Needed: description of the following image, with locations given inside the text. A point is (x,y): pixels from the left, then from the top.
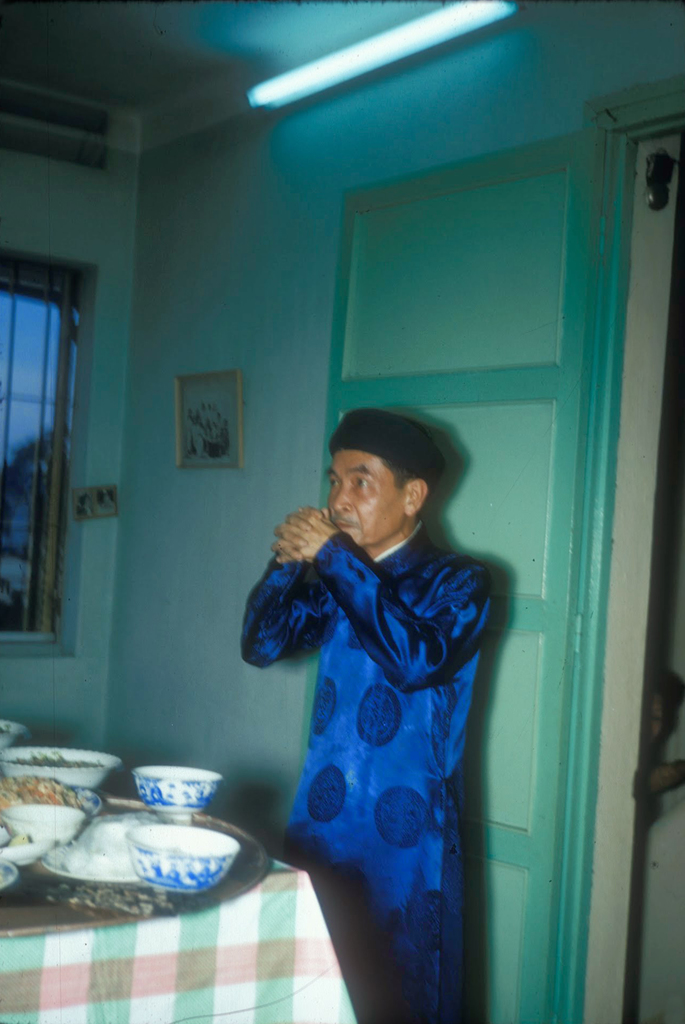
In this picture we can see a man (369,747) standing. There are few bowls (24,760) on the table (126,937). We can see a frame (177,444) on the wall (236,572). There is a lock (650,205) on top (668,177). We can see a tube light (496,7) on the wall (220,122). Few trees (11,528) are visible in the background (11,485).
